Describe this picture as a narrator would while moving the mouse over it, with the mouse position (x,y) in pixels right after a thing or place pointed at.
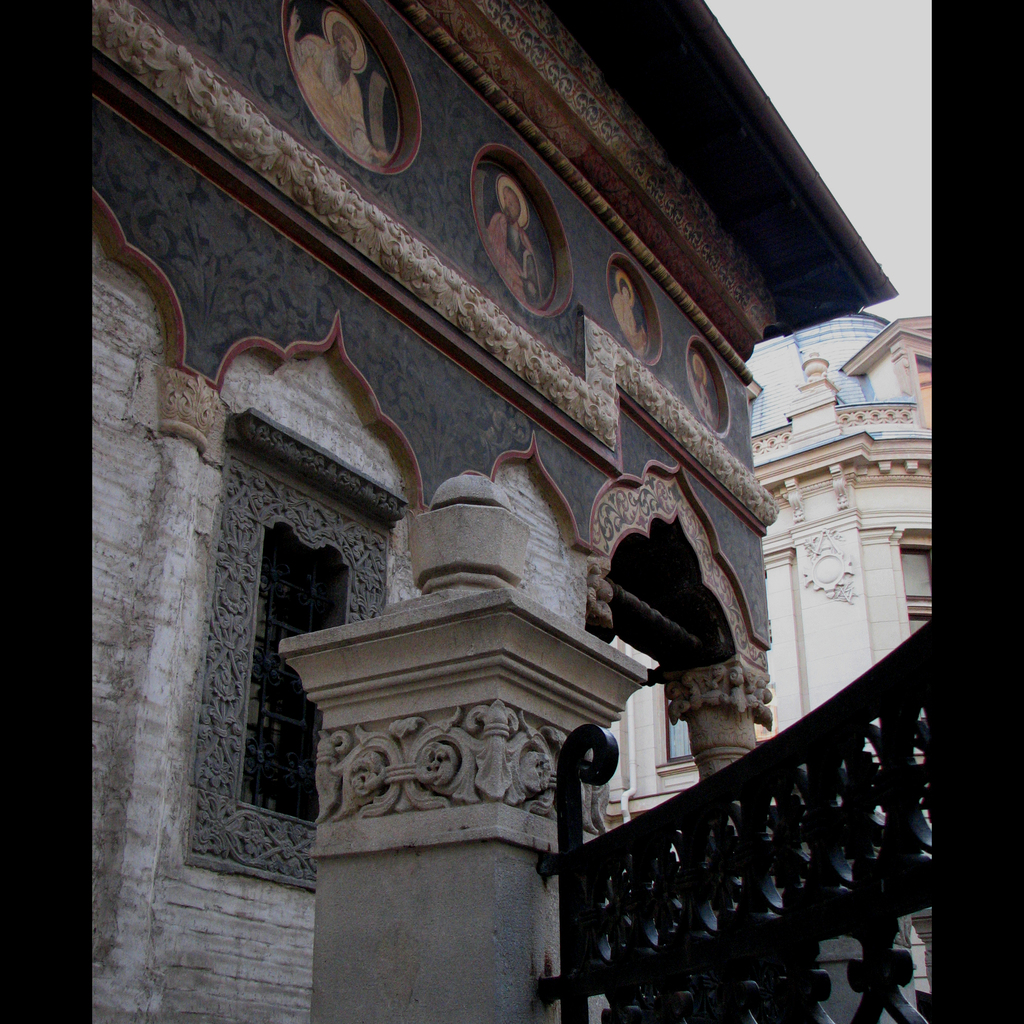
In the image we can see a stone building (571,525) and design (595,601) on the wall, we can see window (269,590) and photos (291,56) on the wall (275,55). Here we can see the fence (769,899) and a sky (897,60).
